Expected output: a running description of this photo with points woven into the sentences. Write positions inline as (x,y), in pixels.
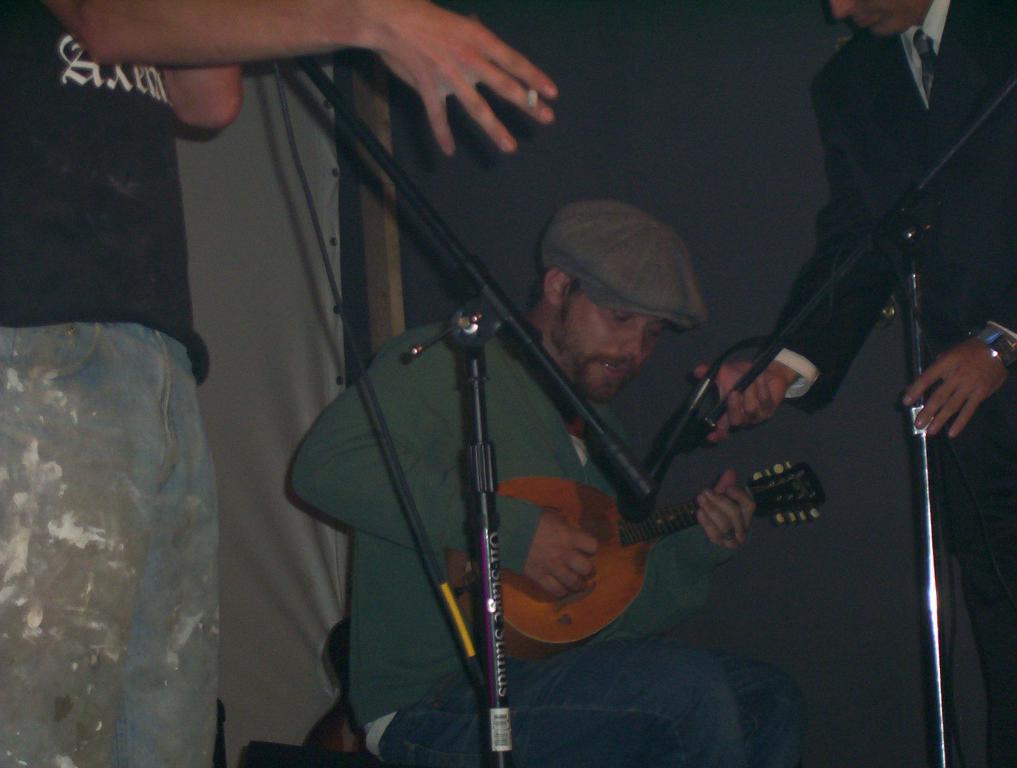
In this image there are three people (515,380). The person (117,377) standing at the left side of the image (99,281) is holding cigarette (536,88) with his right hand (536,88) and the other person (947,443) standing at the right side of the image (992,693) is holding microphone (684,433), the person (570,276) sitting in the middle (427,381) is playing musical instrument (628,541).
